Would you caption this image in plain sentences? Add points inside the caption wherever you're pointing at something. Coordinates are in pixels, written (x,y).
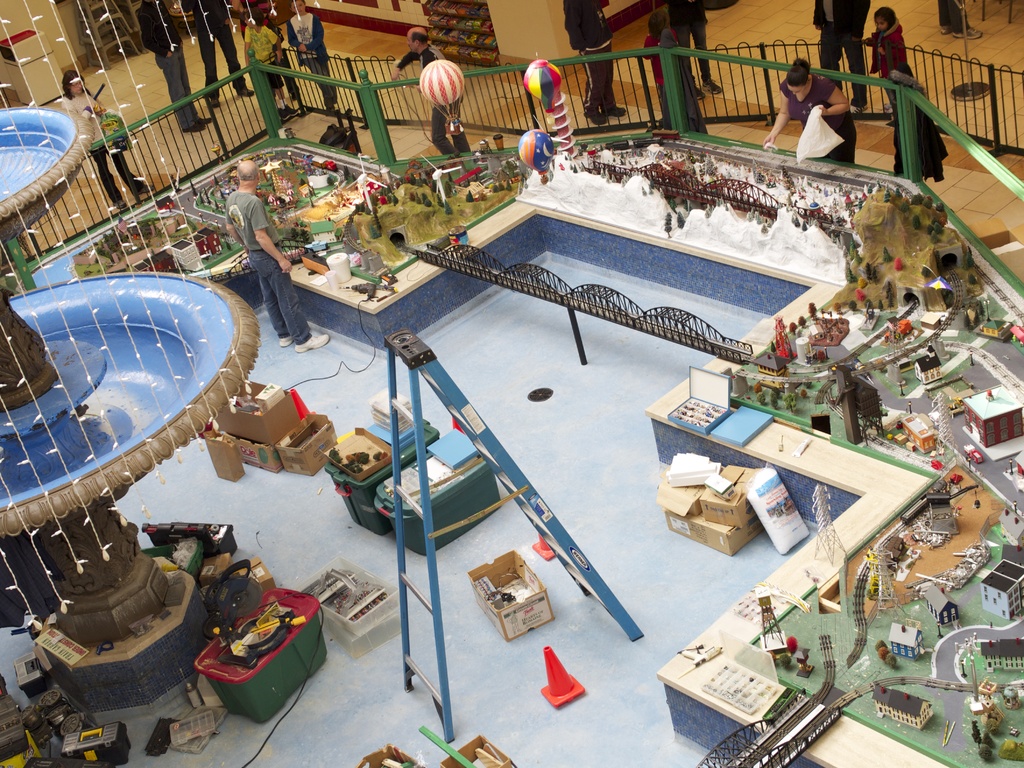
In this picture we can see the top view of the miniature city (844,399) with some buildings (860,410), train tracks (874,684), suspension bridge (504,284), snow mountains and trees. On the left side (247,185) there is a man (262,217), standing and looking at the miniature city (204,183). Behind there is a green fencing grill (327,79) and some people (270,21) standing and looking. On the left corner (86,490) we can see the blue water fountain (172,452), ladder (397,409) and tool box (69,751).
